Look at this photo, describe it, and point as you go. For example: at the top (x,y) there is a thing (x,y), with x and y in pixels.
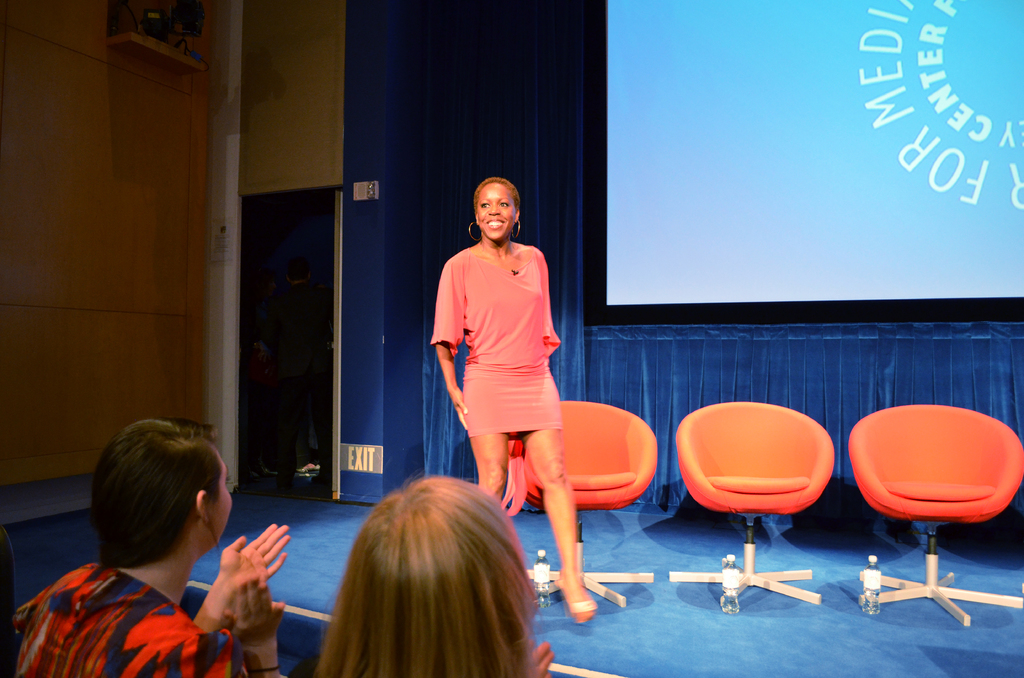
This picture is clicked inside. In the foreground (512,629) we can see the two persons (405,583). In the center (479,289) there is a woman (470,233) smiling, wearing a pink color dress (514,369) and seems to be walking and we can see the chairs (810,468) and bottles (724,594). In the background (1006,32) there is a projector screen (940,137) on which we can see the text (968,184). In the background (549,60) there is a curtain (491,86) and the wall (236,257) and some persons (281,368).
